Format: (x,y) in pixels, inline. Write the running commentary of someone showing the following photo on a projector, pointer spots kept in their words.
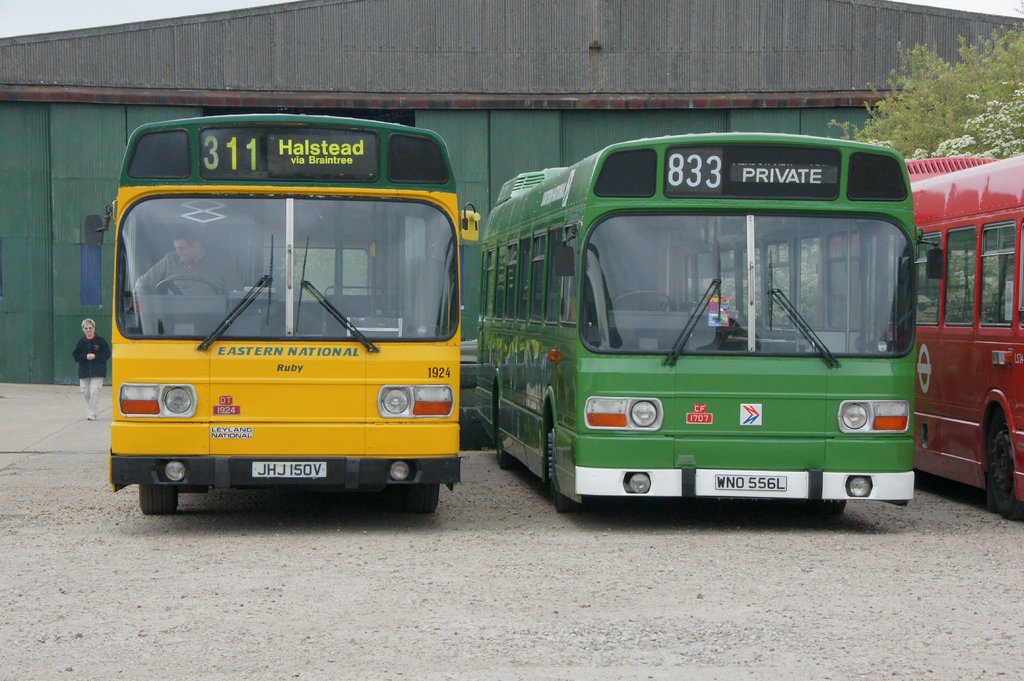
In this image we can see three different color buses (706,435) parked on the path (461,546). We can also see a man (171,273) in the driver seat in the yellow color bus (236,293). In the background (981,86) we can see the house (745,54), trees (924,91) and also the sky (127,9). On the left (94,333) there is a person (81,385) walking.
